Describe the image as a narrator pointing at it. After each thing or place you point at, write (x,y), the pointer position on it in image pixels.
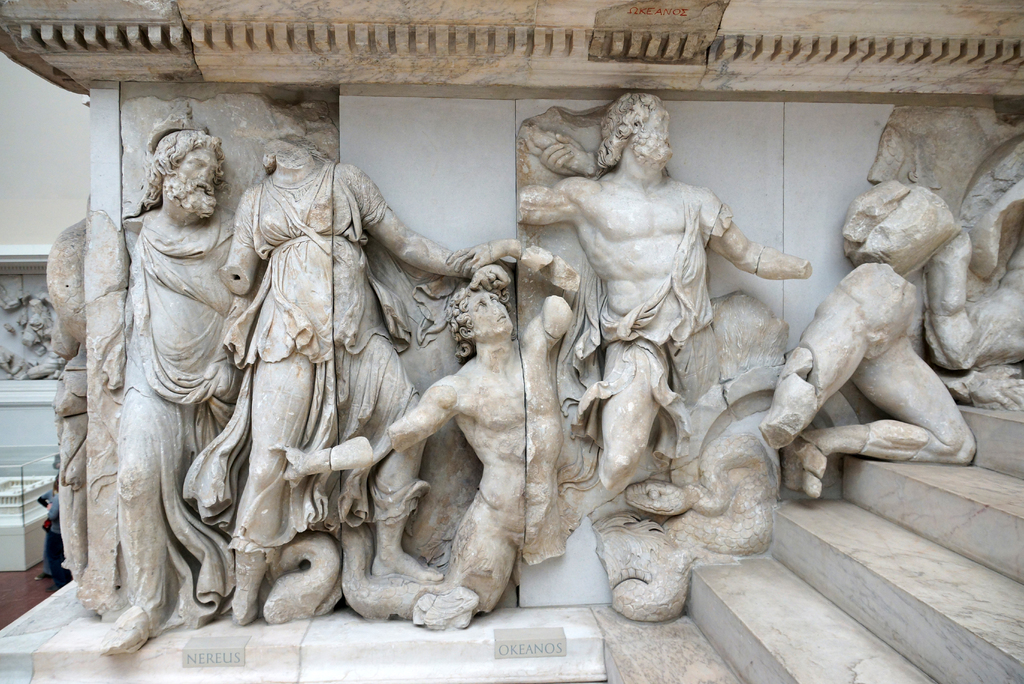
In this image there is a wall (423,210) having few sculptures (455,284). Right side (1011,605) there are stairs (817,577). Left side (27,545) there is a table (34,558) on the floor (10,575). Beside there is a person (48,548) standing.
